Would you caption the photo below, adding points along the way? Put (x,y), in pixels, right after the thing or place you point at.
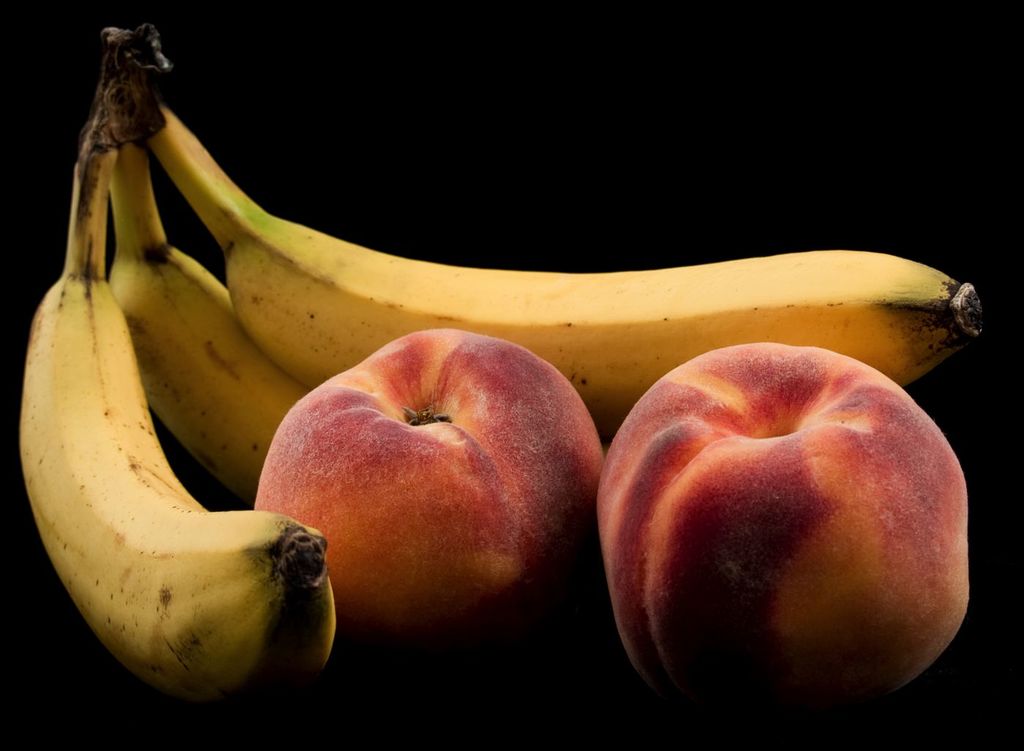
In this image we see three bananas (320,335) and peaches (673,404). Background (416,143) it is in black color.
